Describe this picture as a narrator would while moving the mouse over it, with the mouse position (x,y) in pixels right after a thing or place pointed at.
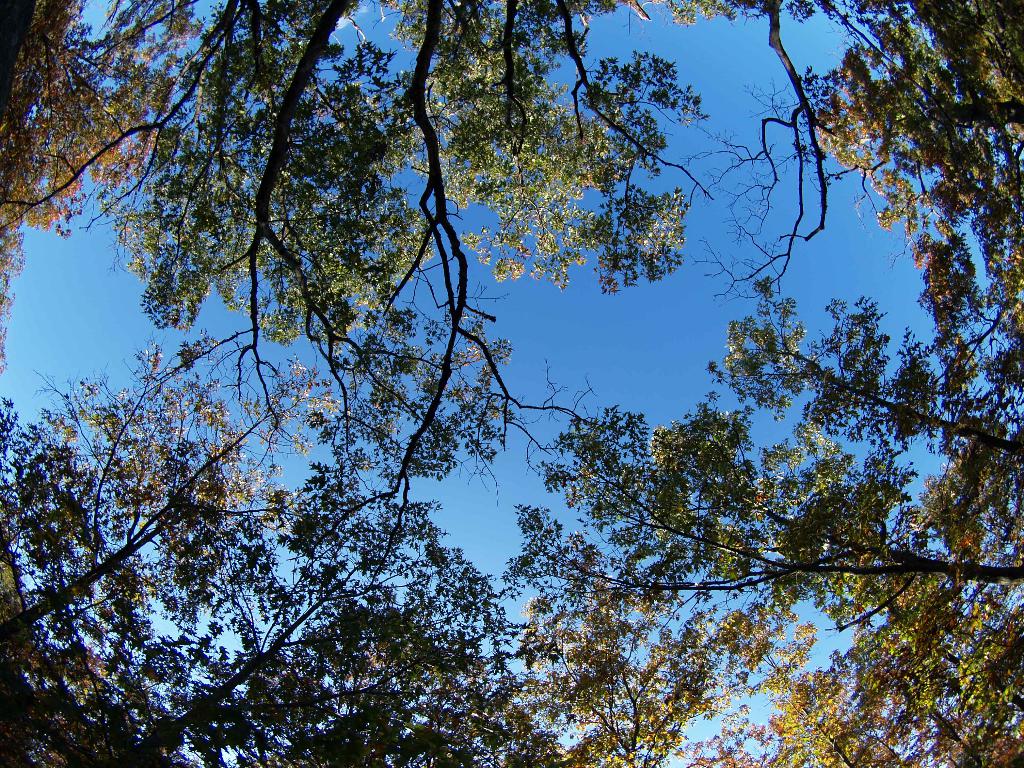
In this image I can see trees (963,675) and sky (613,329) at the top (899,235).
